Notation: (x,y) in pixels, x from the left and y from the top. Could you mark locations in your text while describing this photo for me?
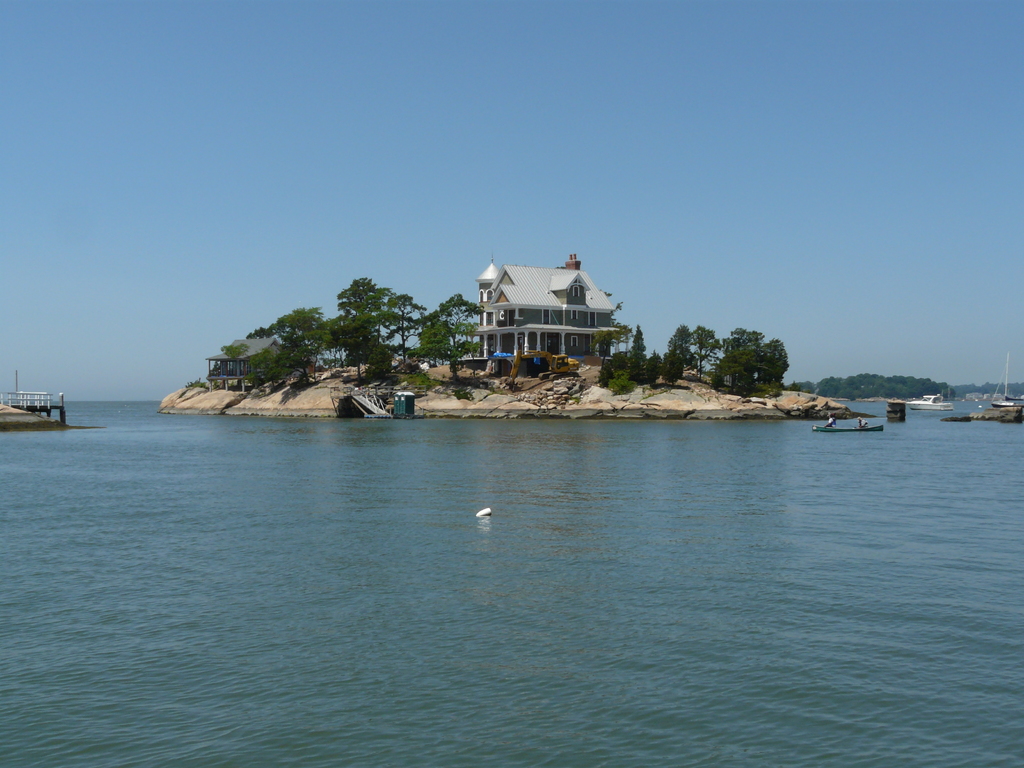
This image is taken outdoors. At the top of the image (156,205) there is the sky (389,129). At the bottom of the image (464,618) there is a sea (426,536) with water (676,537). On the left side of the image (34,399) there is a railing (23,405). There is a sea shore (11,412). In the background (870,383) there are a few trees (901,390). On the right side of the image (946,404) there are a few boats (925,404) on the sea (876,406). In the middle of the image (493,395) there is a ground (301,402). There are a few trees (341,336) and plants (262,378) on the ground (635,390). There are two houses (532,299) and a building (517,302) with walls (535,335), windows (520,341), doors (547,340) and roofs (539,281).
